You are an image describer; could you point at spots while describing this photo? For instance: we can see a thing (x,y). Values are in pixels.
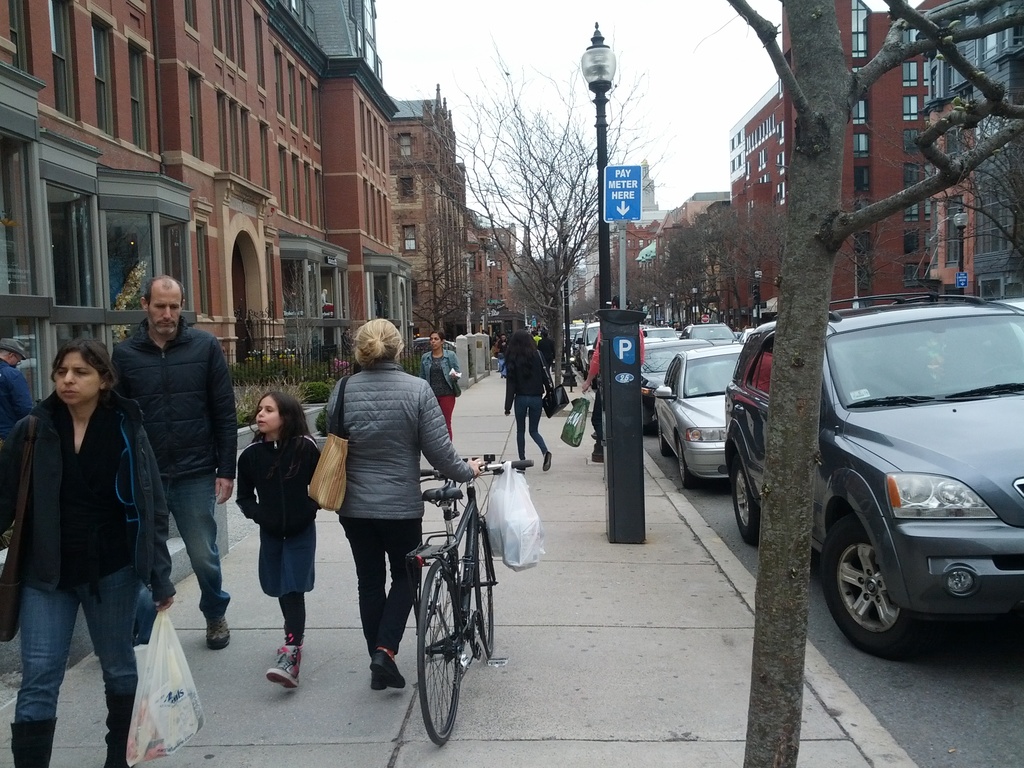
In the image there is a footpath (489,442) and on that there are people (440,354), pole lights (598,168), trees (531,291) and on the right side (759,528) there are many vehicles (829,455) on the road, around the road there are huge buildings (325,205).
